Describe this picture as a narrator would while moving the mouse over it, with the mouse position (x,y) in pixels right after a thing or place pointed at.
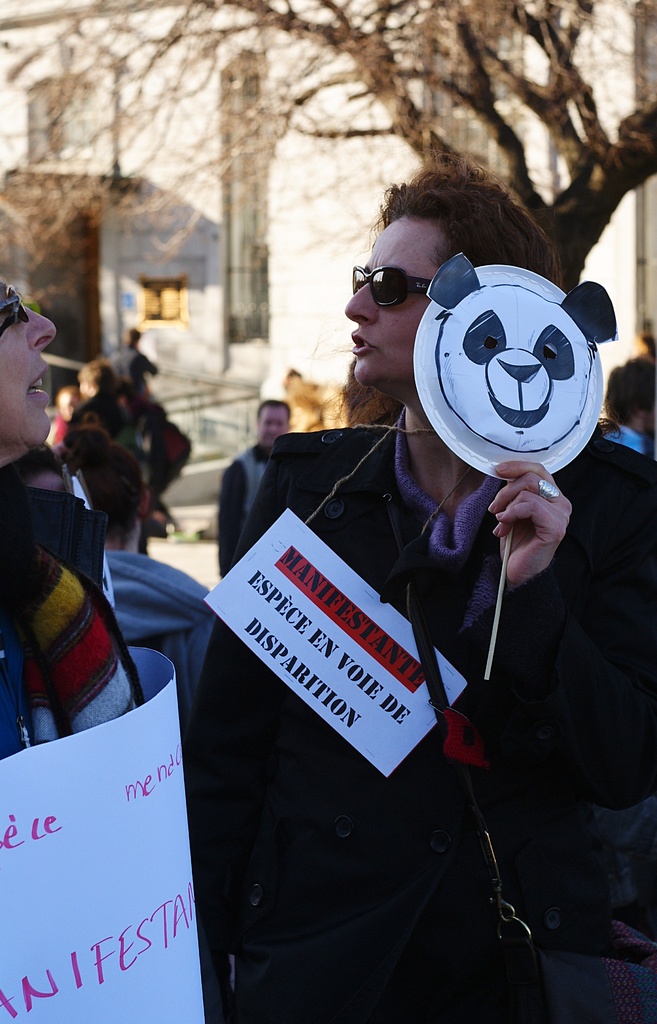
In this picture there are people (103,421), among them there is a person (337,810) holding a mask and wore a board (367,601) and we can see some text (144,937) written on a paper (119,841). In the background of the image (209,181) it is blurry and we can see tree (552,108) and wall (191,306).
